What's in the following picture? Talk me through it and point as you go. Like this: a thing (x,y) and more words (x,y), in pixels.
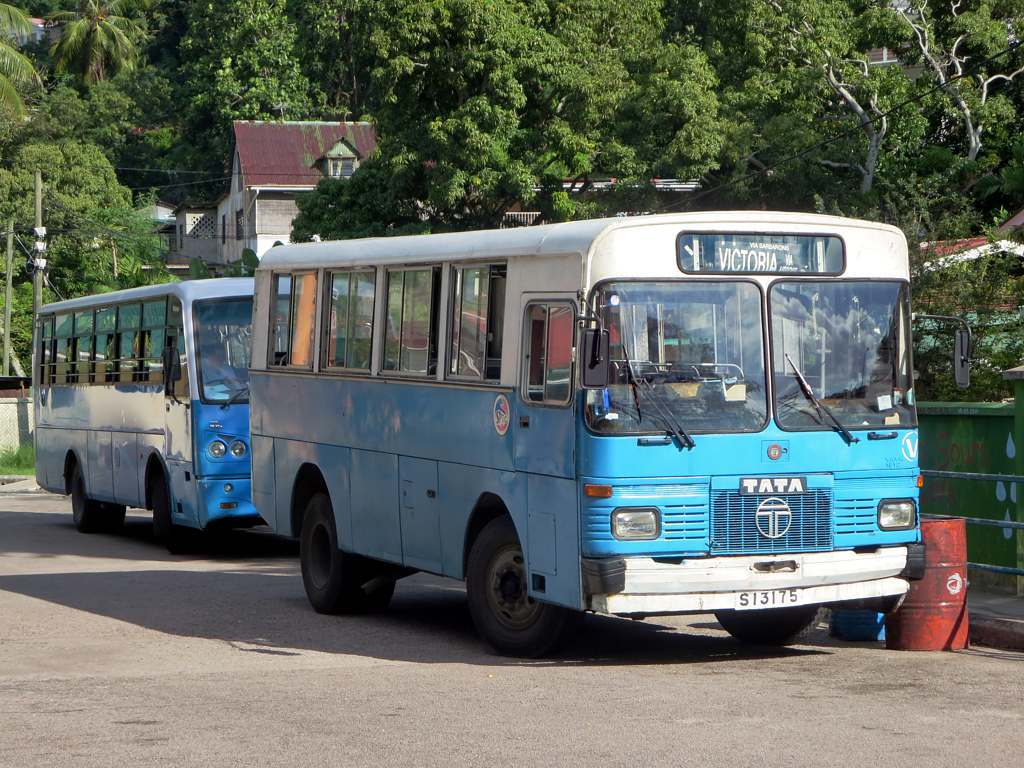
In this image there are two buses (281,467) on the road (296,587) as we can see in the bottom of this image (260,561). There is a building (268,214) in middle of this image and there are some trees (559,77) in the background (537,159).
